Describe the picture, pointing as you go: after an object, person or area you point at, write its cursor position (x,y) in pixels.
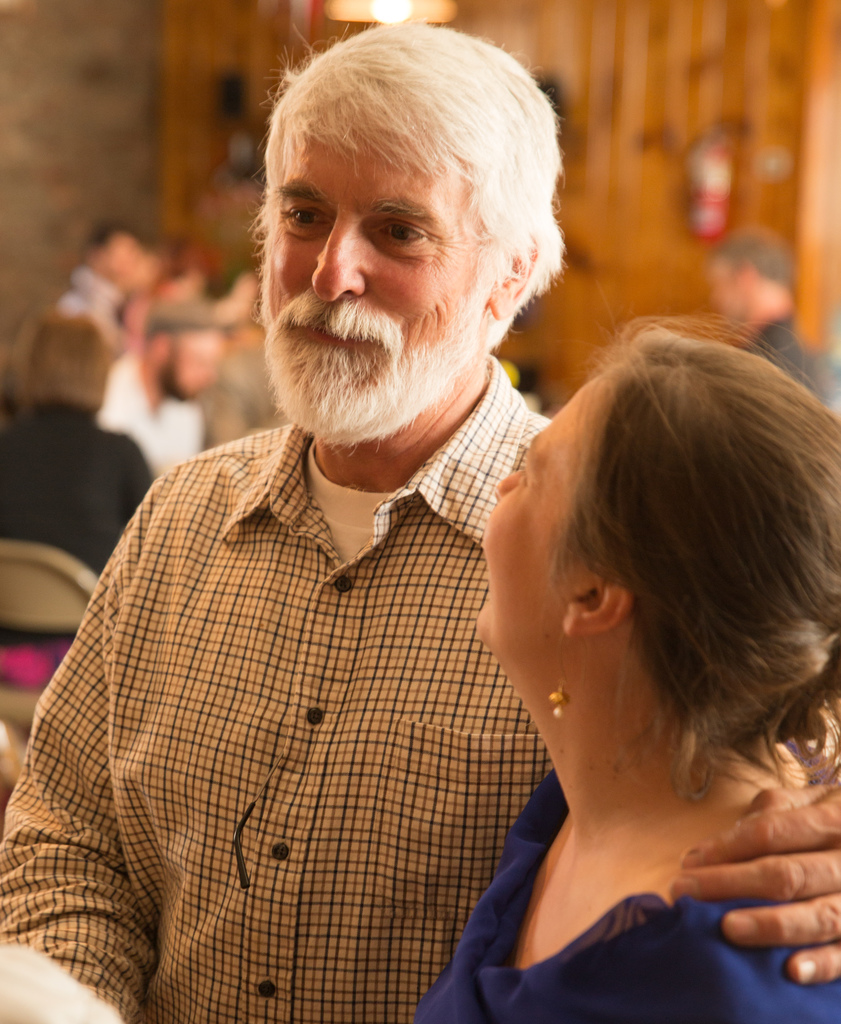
In this picture we can see a old man (305,710) with white beard (369,386) and hair (404,123), wearing cream shirt (373,776) standing in the front (350,823). Beside there is a woman (748,379) wearing blue top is smiling. Behind there is a blur background (15,276).
